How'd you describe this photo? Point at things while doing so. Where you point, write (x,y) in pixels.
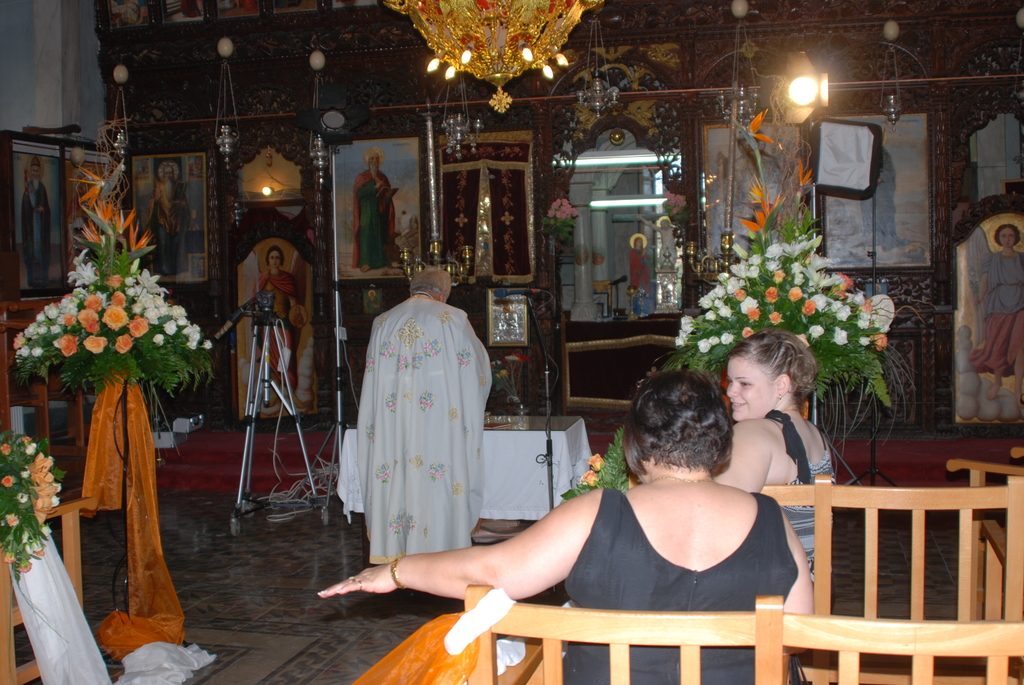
People (751,491) are sitting on the bench (881,629), man (459,421) standing, here there are photo frames (187,230) on the wall (552,120), this is plant (128,342).
